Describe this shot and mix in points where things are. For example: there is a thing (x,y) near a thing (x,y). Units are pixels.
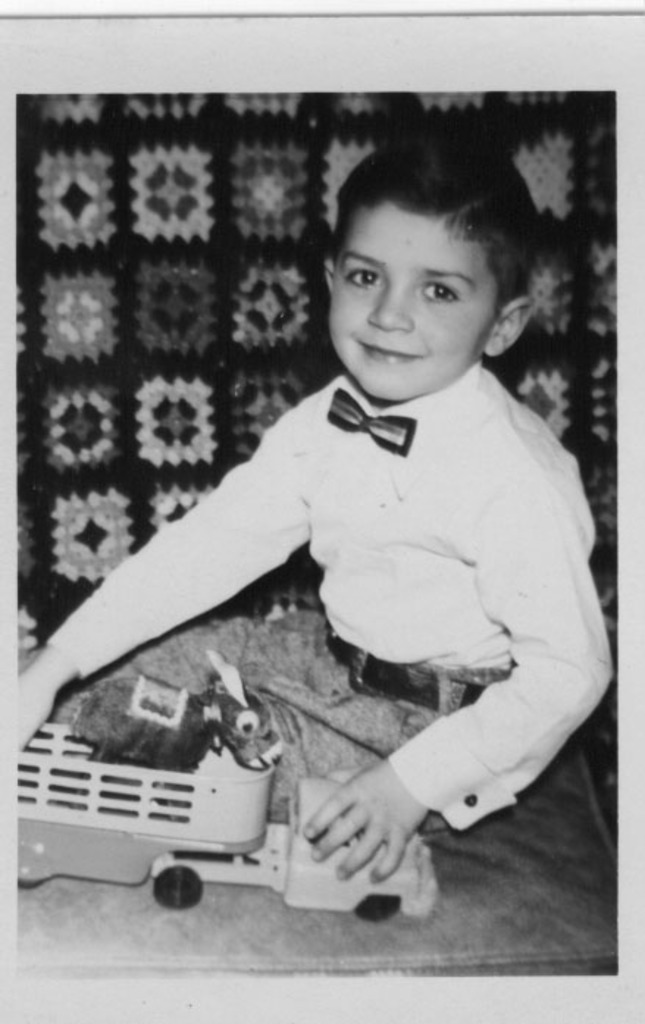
In this image we can see a black and white photograph of a child (414,722) sitting on the surface (428,931) holding a toy truck (315,866).
